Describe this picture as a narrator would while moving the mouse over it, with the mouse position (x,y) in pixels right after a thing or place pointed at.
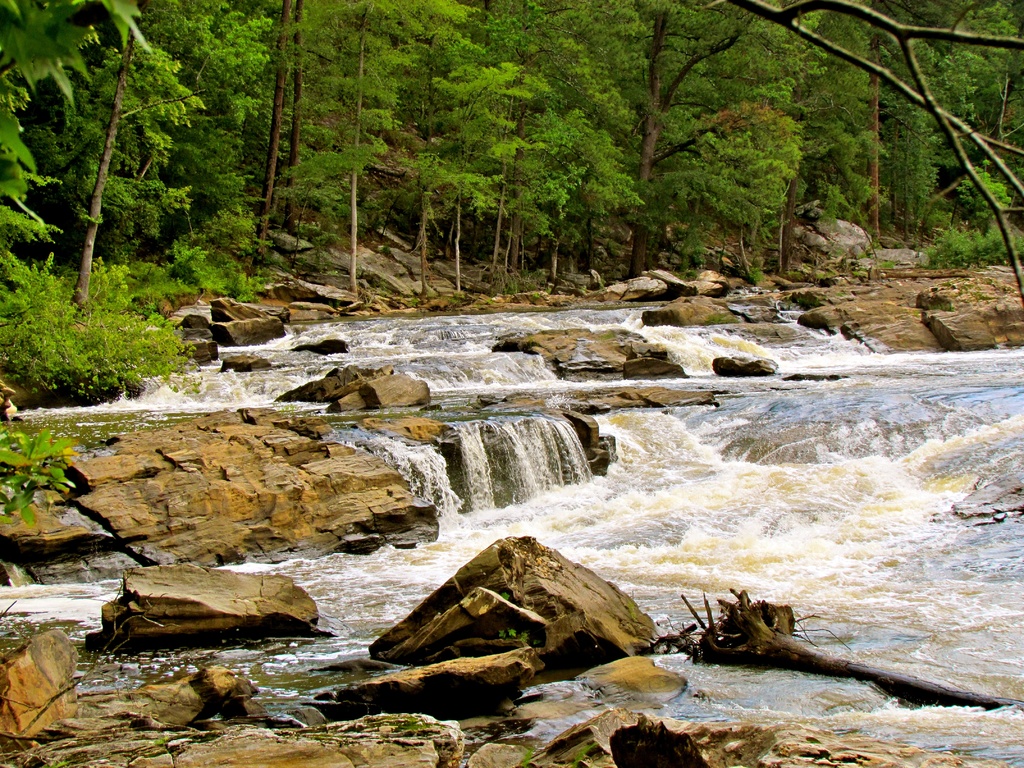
This image consists of water (445,381) flowing. At the bottom (425,521), there are rocks (421,530) and water (699,557). In the background (318,224), there are many trees (469,144). It looks like it is clicked in a forest (144,227).
